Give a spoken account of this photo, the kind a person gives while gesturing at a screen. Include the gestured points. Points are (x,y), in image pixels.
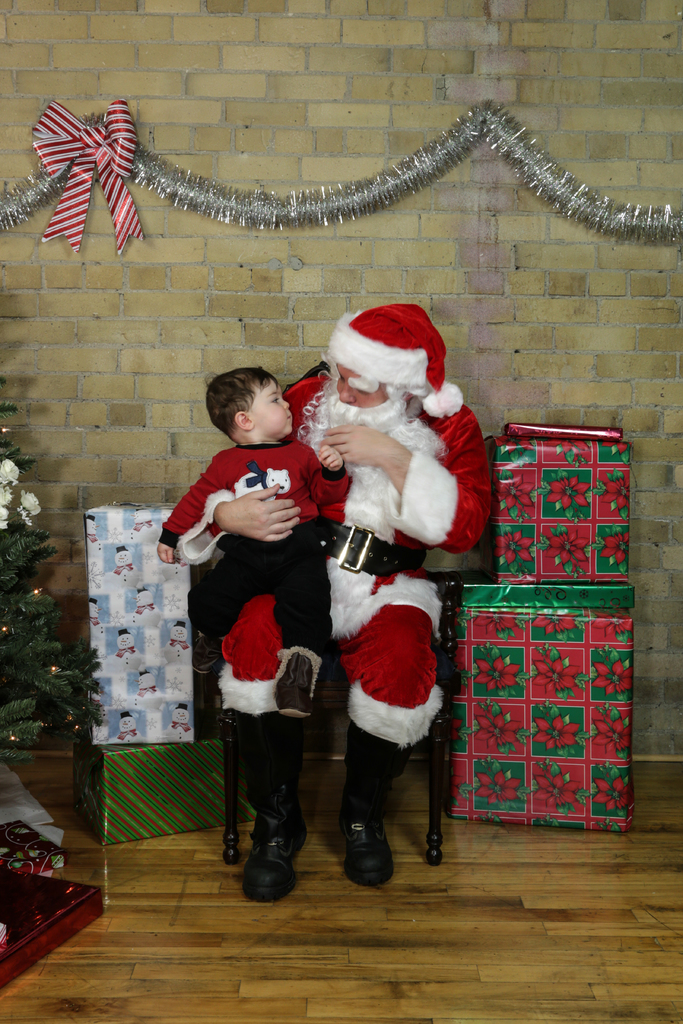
In the center of the image (419,594) we can see a person (412,524) wearing a costume (395,496) is sitting on a chair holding a baby (313,504) with his hand (267,531). In the left side of the image (42,666) we can see a tree (25,709). In the background (34,844), we can see group of boxes (159,681) placed on the floor (495,910) and some ribbon (101,140) on the wall (295,268).
